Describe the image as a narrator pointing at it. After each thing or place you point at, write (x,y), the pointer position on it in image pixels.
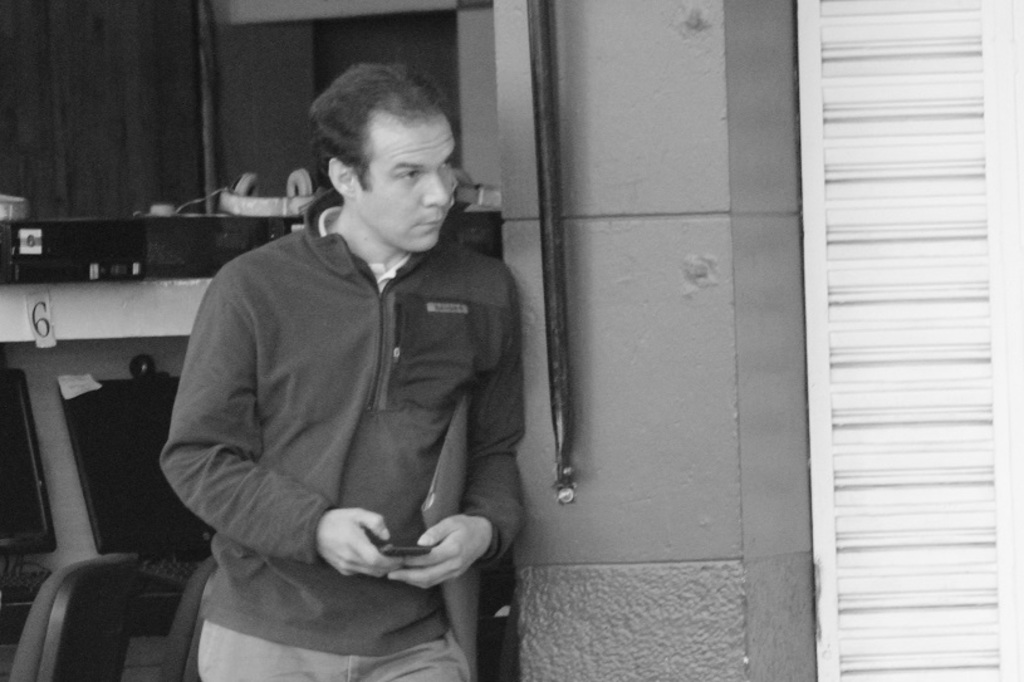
This is a black and white image. On the left side (282,295), there is a person (262,289), holding a mobile (425,551) with both hands (374,522), holding a file (461,624) and leaning on a pillar (587,204) of a building (581,97). On the right side (839,292), there is a shutter (887,377). In the background (304,192), there are computers (104,239) arranged and there are other objects (104,585).
